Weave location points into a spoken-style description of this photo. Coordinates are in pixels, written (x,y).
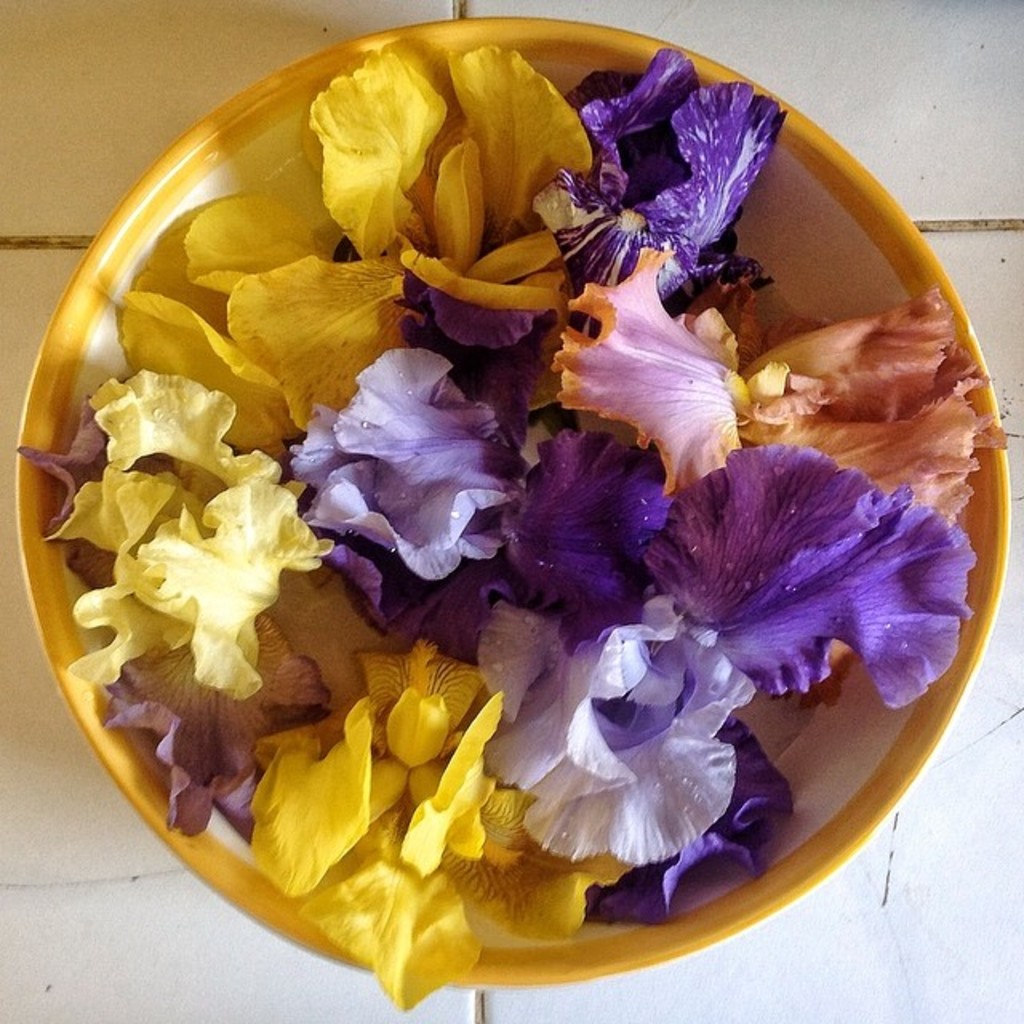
In this image we can see a bowl (565,631) containing flowers (511,573) placed on the table (661,985).
